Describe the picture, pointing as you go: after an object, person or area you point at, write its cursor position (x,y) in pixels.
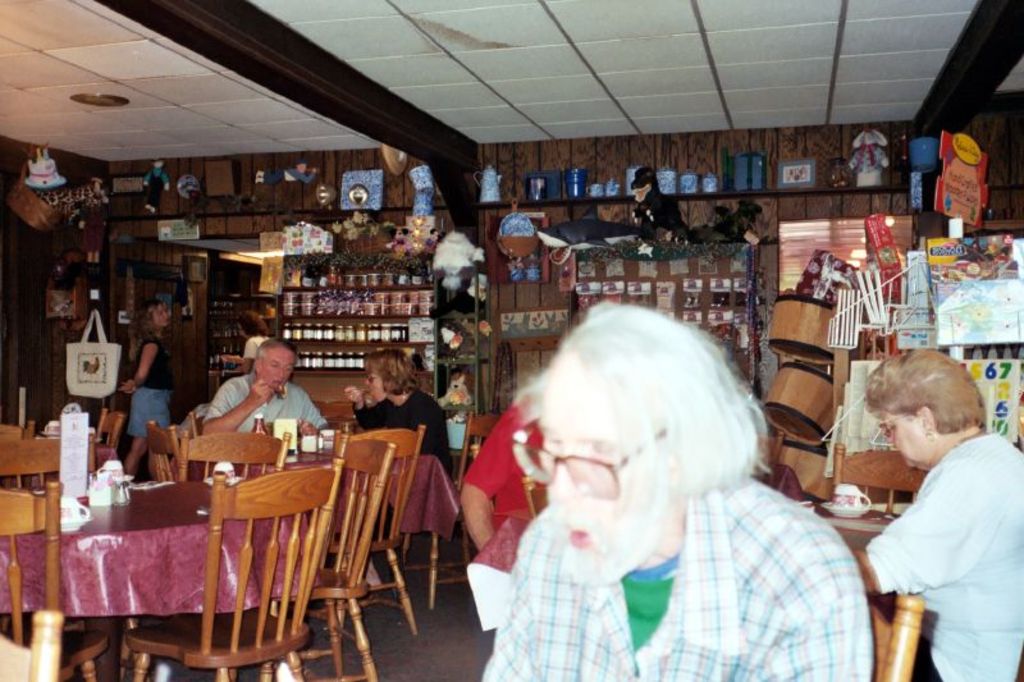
In this picture we can see some persons (562,635) are sitting on the chairs (287,648). And this is the table (163,533), there is a cloth (155,549) on the table (159,541). Here we can see some bottles (347,357) in the rack (379,323). And there is a bag (118,350). Here we can see a woman (134,449) standing on the floor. And this is the wall (803,207).
